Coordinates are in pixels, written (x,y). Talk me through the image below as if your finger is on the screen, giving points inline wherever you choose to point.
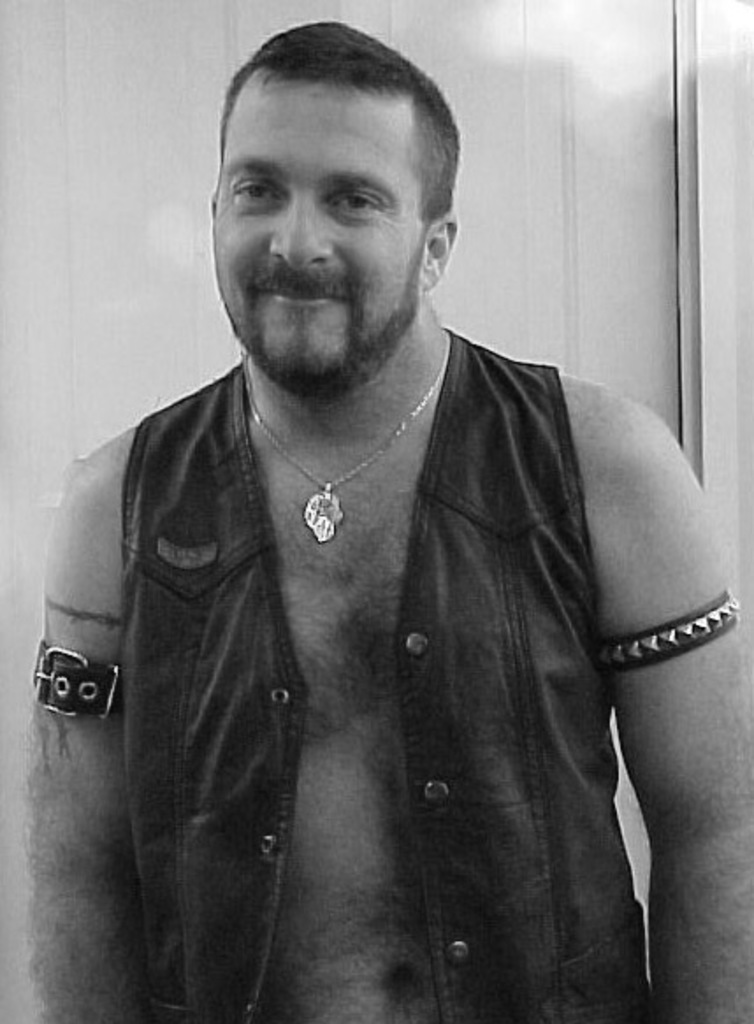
In this picture there is a man (300,149) in the center of the image (404,664).
